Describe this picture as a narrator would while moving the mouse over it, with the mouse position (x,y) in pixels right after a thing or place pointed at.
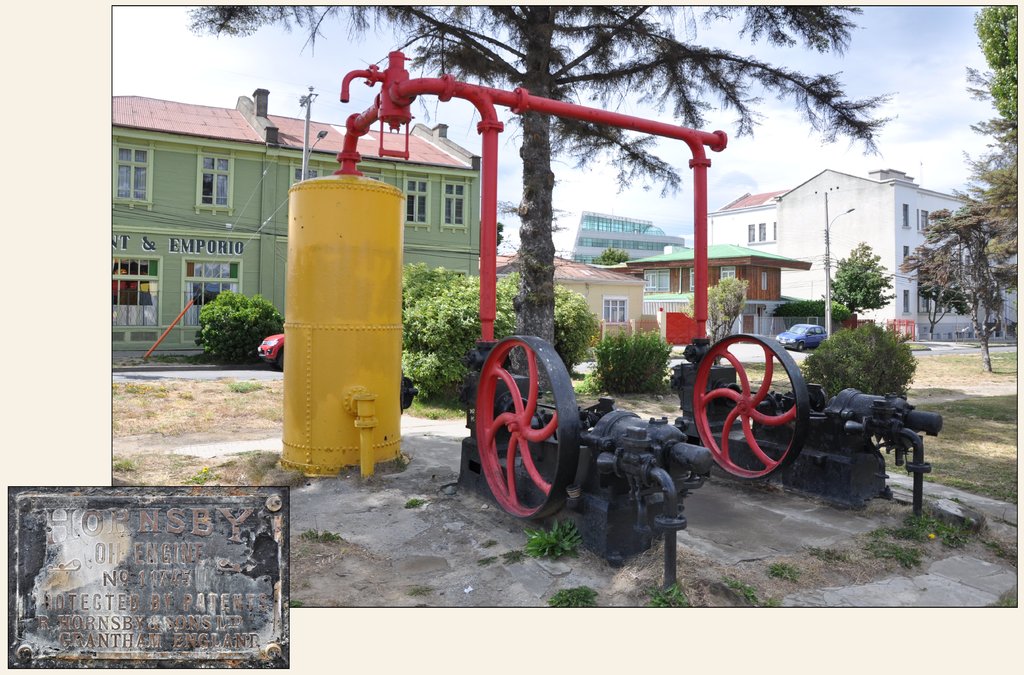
In this image, we can see some buildings (833,209), trees (870,246) and plants (433,307). There is a machine (381,245) in the middle of the image (382,384). There is a board (185,521) in the bottom left of the image (194,542). There is a sky (428,70) at the top of the image (837,64).
